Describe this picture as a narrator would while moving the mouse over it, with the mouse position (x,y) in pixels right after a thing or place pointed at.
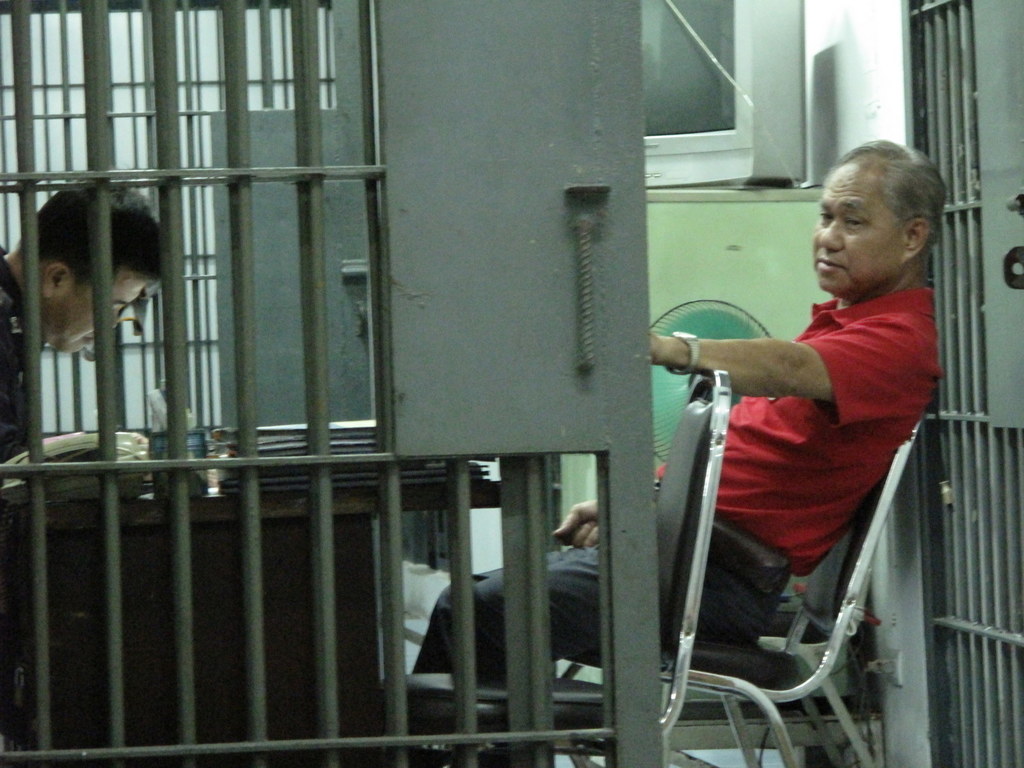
In this image there are two persons (772,620) sitting on the chair (833,656). On the table (402,492) there are books (293,441).
